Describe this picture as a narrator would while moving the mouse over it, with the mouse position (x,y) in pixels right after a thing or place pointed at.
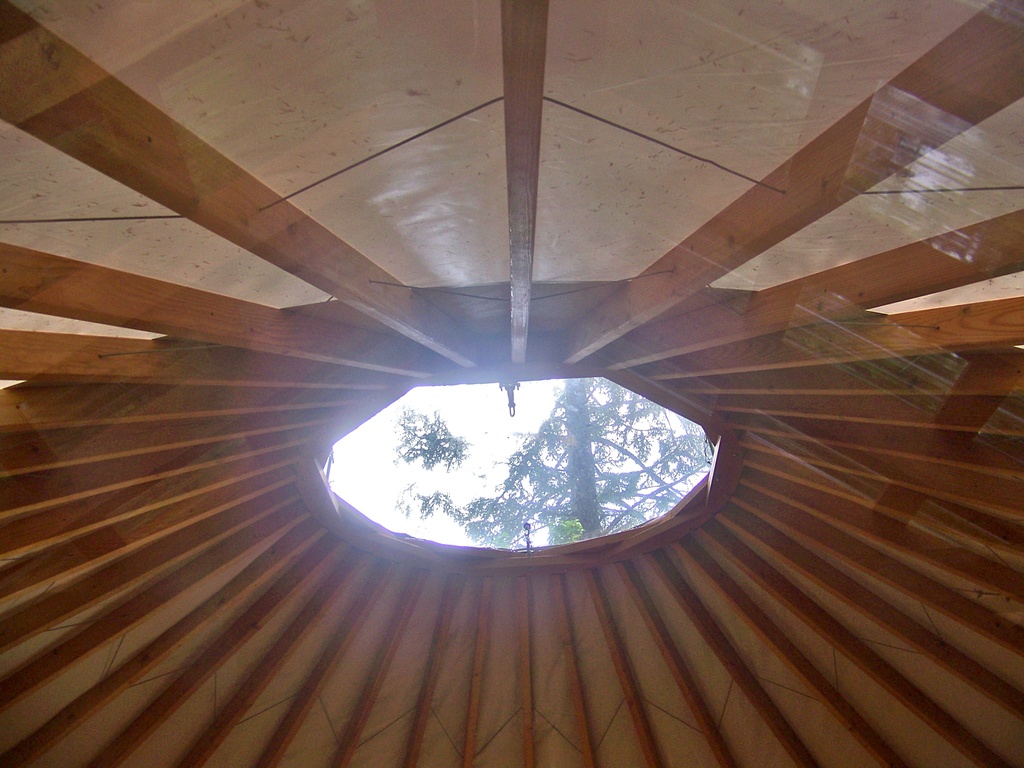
This picture looks like a tent (502,720) and I can see a tree (550,476).
